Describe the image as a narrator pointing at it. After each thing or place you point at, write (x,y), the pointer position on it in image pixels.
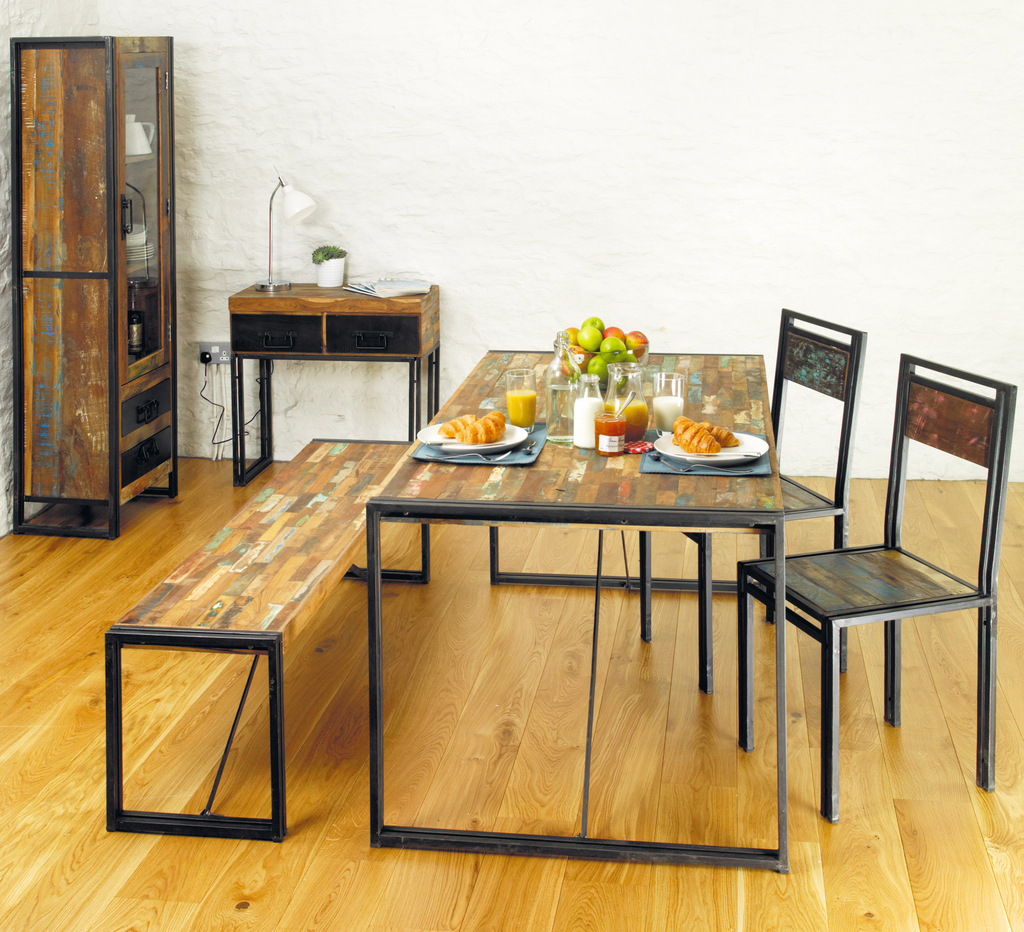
In this image there is a table (561,471) in the middle (456,395). On the table (514,358) there are fruits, glasses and plates (741,447) and some food stuff (689,429) on the plates (761,443). There are two chairs (786,355) on the right side (913,434) and a bench (299,467) on the left side (274,508). On the left side (93,105) top there is a cupboard (17,188). Beside the cupboard (19,205) there is a table (413,306) on which there is a lamp (304,208) and a jar (321,277). In the background (364,245) there is a wall (566,123).
